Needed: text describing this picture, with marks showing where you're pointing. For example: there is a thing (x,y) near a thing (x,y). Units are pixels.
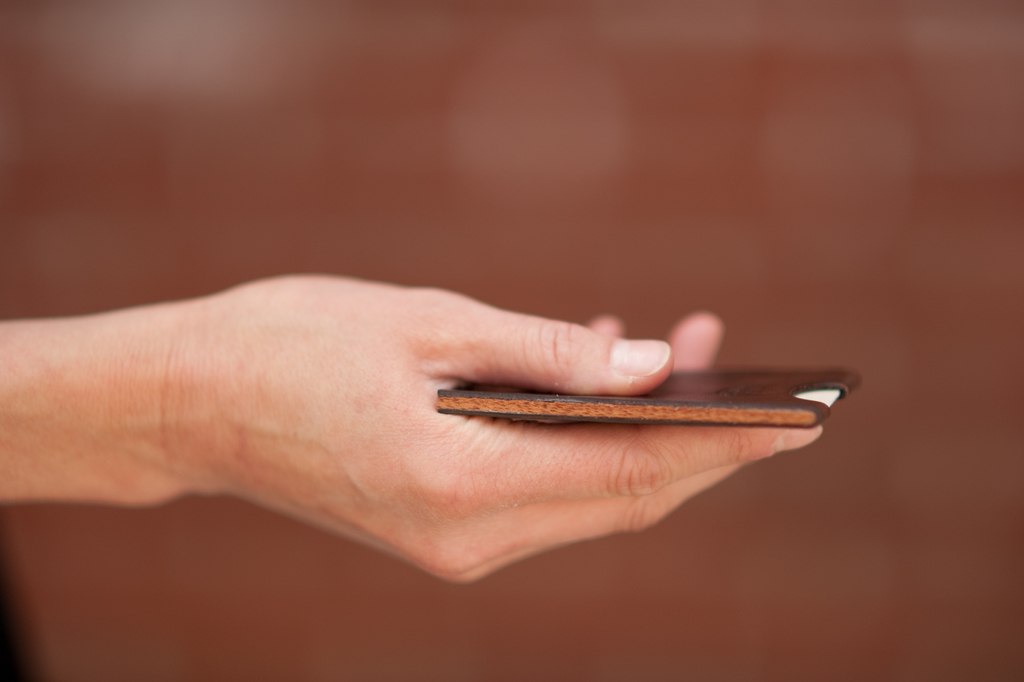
In the center of the image (462,338) we can see human hand (424,355) holding card (598,404).
